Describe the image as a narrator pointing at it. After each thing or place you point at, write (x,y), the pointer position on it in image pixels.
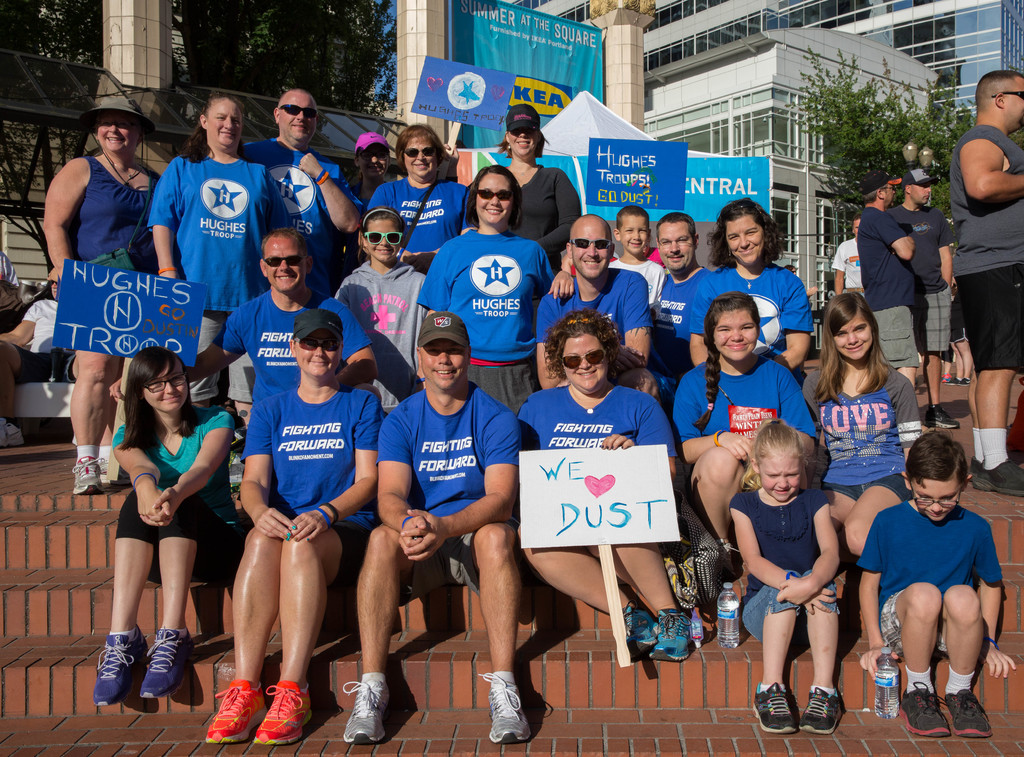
In this image I can see few people (361,148) are standing and few are sitting. I can see few are holding boards (626,509). Back I can see banners (538,37), boards (653,161), trees (921,134), buildings (743,13), windows (742,33), pillars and water bottles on the floor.
